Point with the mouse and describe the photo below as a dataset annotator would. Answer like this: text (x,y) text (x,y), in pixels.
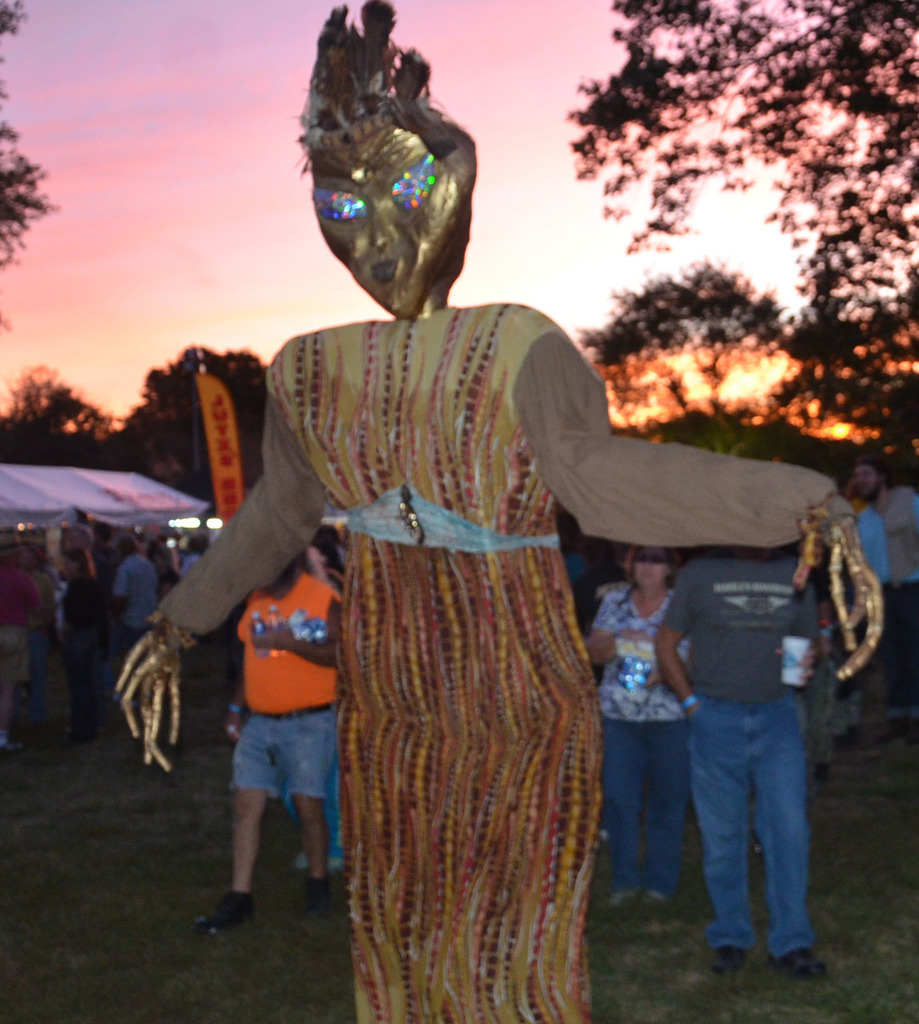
In the middle of the image (570,363) we can see a scarecrow (352,50). Behind the scarecrow (388,84) few people (9,544) are standing, walking and there are some tents (163,488), banners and trees (851,408). At the top of the image (769,285) there are some clouds (74,112) in the sky (71,90).
